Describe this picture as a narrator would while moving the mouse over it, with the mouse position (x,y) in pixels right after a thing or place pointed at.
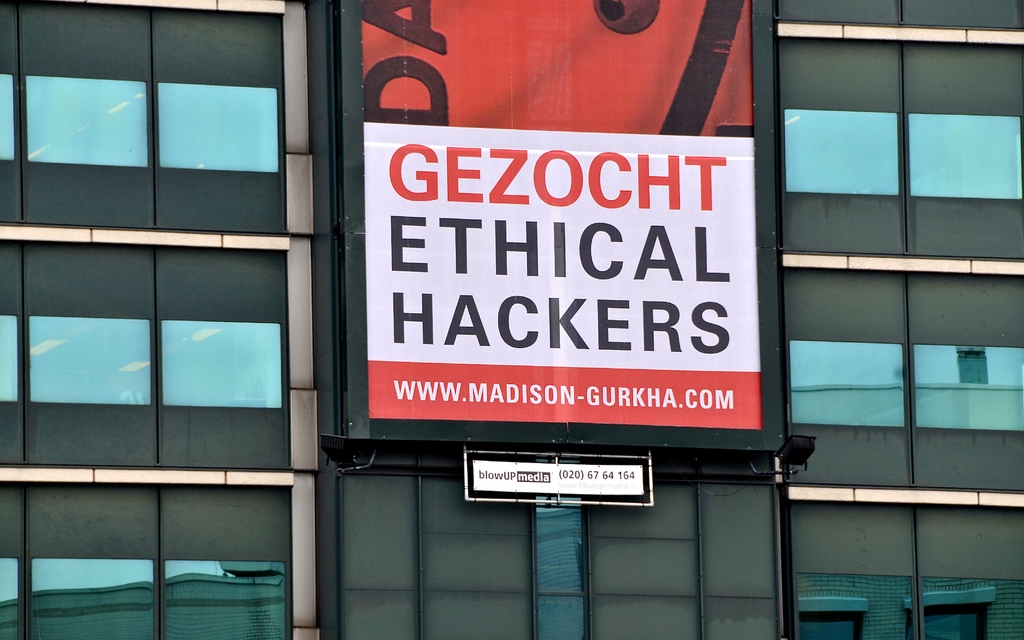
In this image we can see a hoarding (509,219) with text (698,303) attached to the glass building (863,516). We can also see the text (547,476) with the number (582,471) on the board (531,486).
